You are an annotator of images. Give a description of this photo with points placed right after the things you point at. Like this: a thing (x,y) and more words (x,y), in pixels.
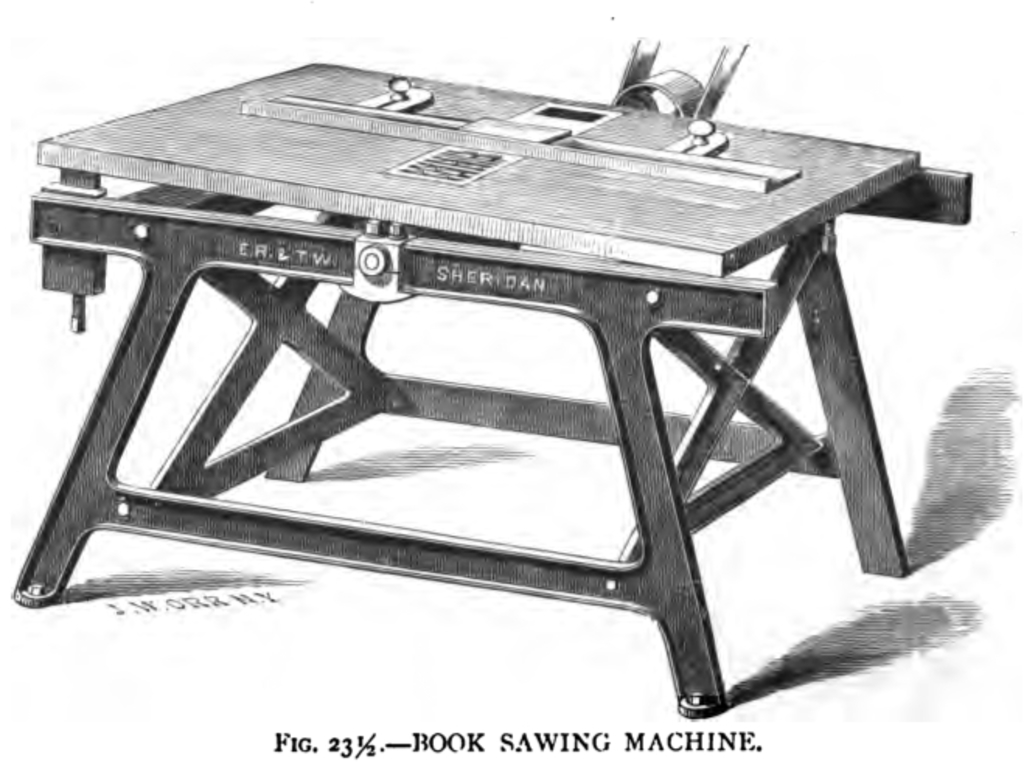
This image consists of a poster (537,252) with an image of a table (344,256) and there is a text (355,745) on it.
